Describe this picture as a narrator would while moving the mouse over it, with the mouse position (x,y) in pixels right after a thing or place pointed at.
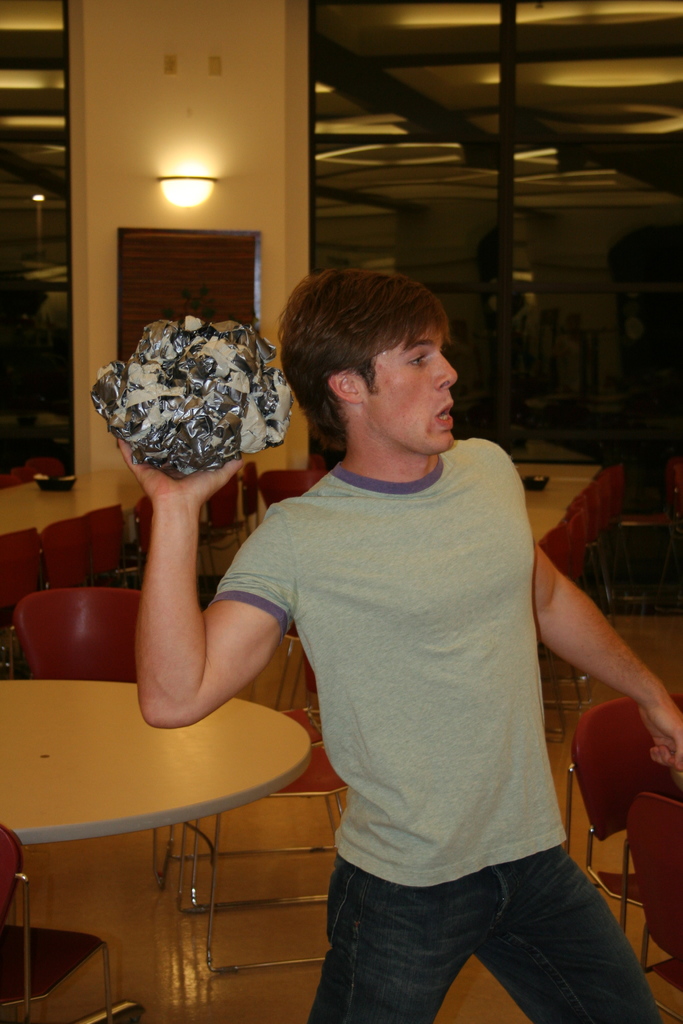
In this picture there is a man (449,571) standing. He is holding something (192,398) in his hand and is about to throw. Behind him there are many tables (30,492) and chairs (95,538). In the background (271,126) there is wall (220,87), window (597,147) and lamp (168,197).
